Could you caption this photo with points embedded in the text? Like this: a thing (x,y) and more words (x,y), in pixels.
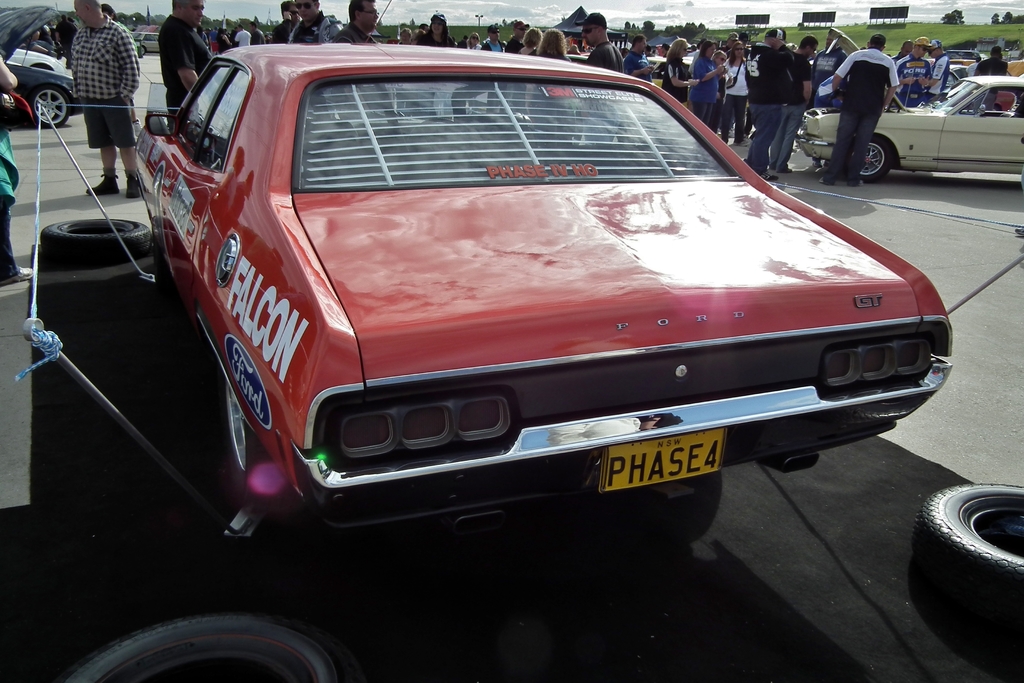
In this image we can see a few people (795,72), there are some vehicles (406,384), tires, trees (695,28), grass (858,40), boards (874,14), poles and in the background (831,6), we can see the sky (806,9) with clouds (821,7).
